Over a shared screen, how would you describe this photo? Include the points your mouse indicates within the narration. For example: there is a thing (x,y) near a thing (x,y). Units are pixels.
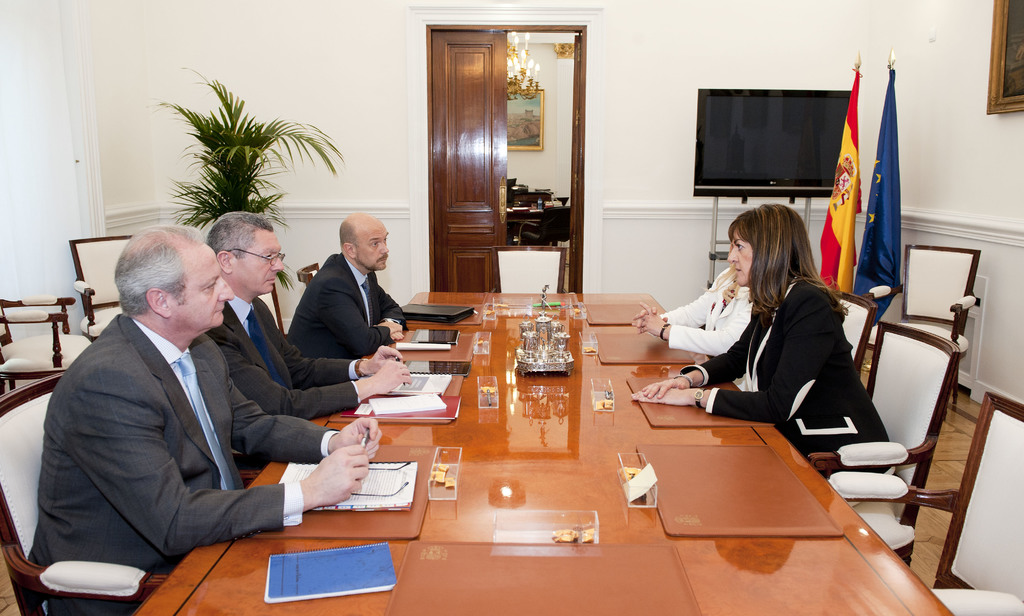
There is a conference table (541,440) in this picture in which some of the people (245,399) were sitting around a table (696,357) in their chairs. On the table (606,487) there are some files (332,568), papers (406,499), candy trays (646,484) and some glasses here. In the background (49,299) there are some chairs (112,266), plants (214,177), walls (302,165) and two flags (854,192) here. We can observe a television (744,158) too.
